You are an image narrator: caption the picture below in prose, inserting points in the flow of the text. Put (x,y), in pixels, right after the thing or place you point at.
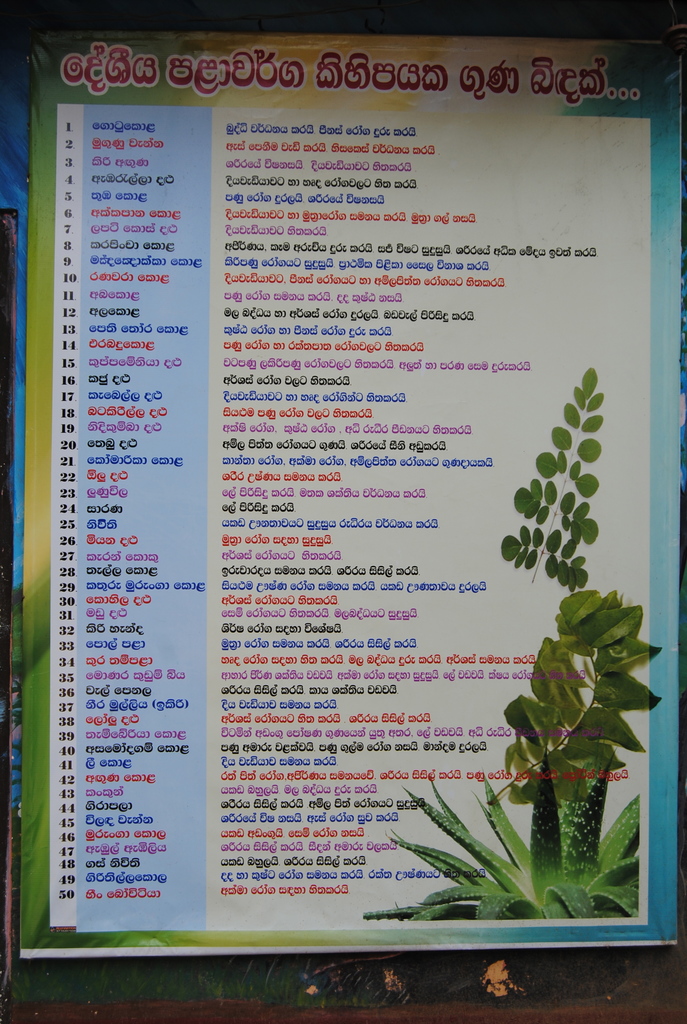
In this image we can see the banner (209,208) with the text (329,448), leaves (565,577) and also the plant image (525,854).
